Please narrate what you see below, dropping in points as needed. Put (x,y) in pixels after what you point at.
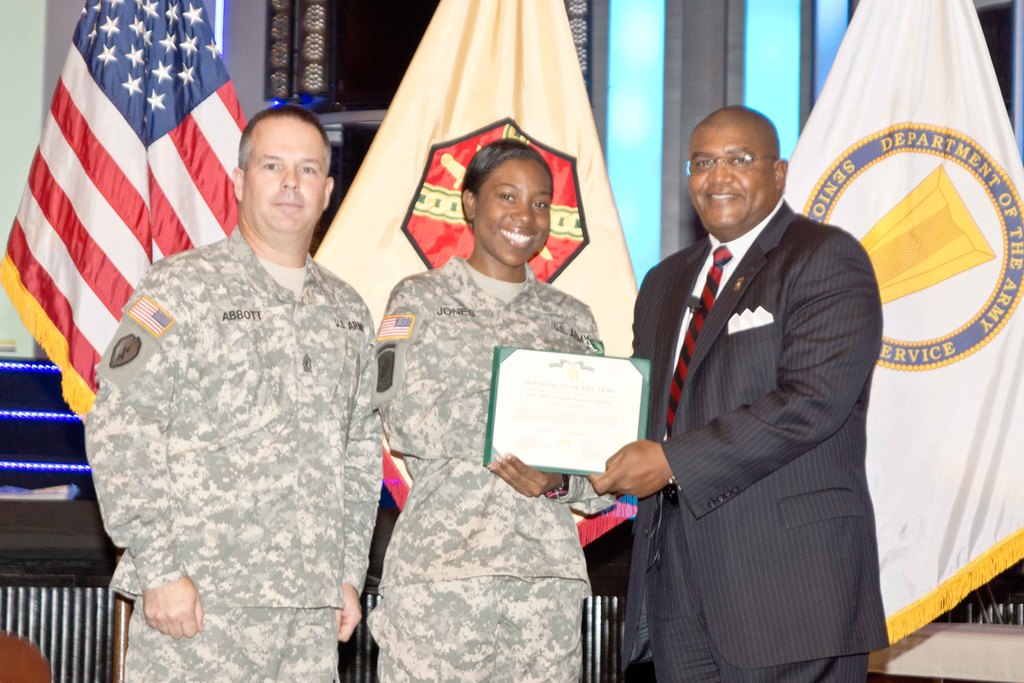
In the foreground of this picture (333,444), there are two men (745,375) and a woman (502,469) standing and posing to a camera. In the background (590,75), there are flags (589,100), lights (785,98), and a wall (246,7).
